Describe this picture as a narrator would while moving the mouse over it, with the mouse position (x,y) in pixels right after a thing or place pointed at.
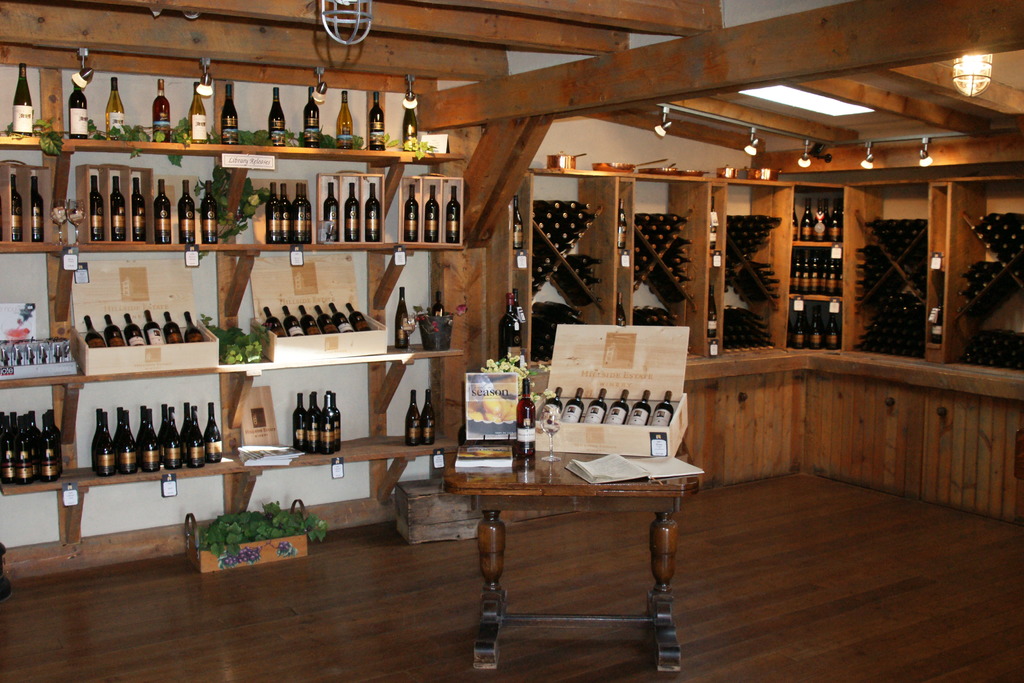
In this image we can see many bottles (674,266) are placed on the racks (579,254). There are many objects (557,460) placed on the table (574,484). There is a wooden box (446,515) placed on the floor (679,580). There are many houseplants (248,538) in the image. There are many lights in the image.
